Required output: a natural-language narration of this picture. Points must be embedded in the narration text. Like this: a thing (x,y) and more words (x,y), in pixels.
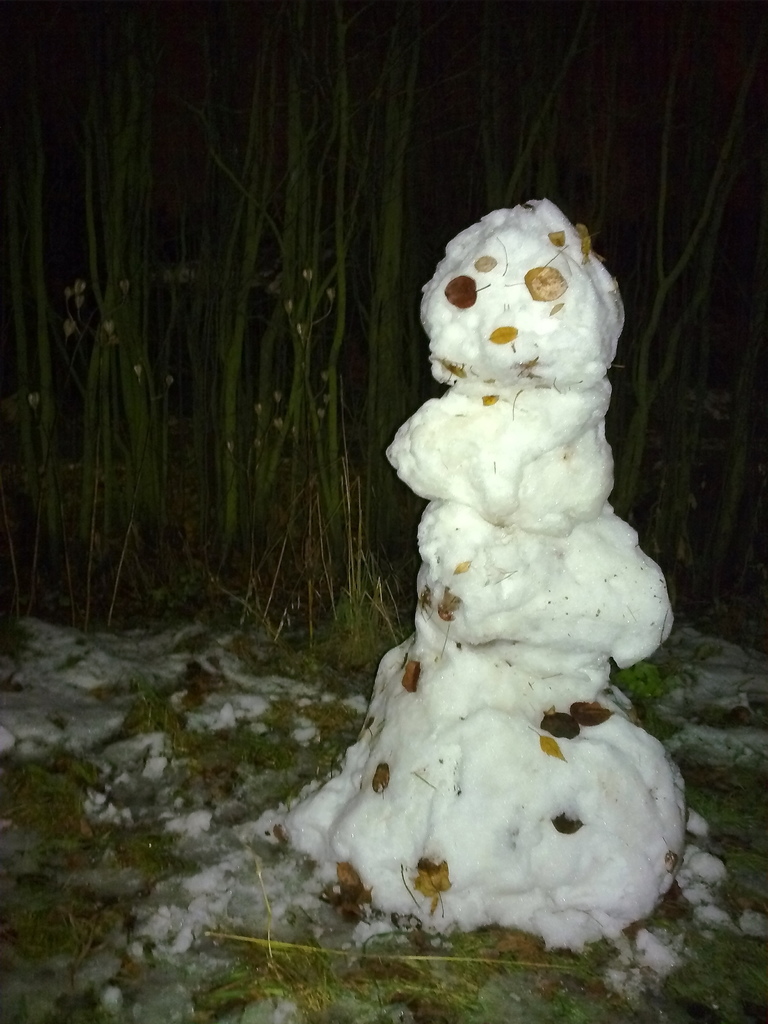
In this image we can see there is a snowman (519,558) made out of snow (484,513), behind this there are trees (338,285).
